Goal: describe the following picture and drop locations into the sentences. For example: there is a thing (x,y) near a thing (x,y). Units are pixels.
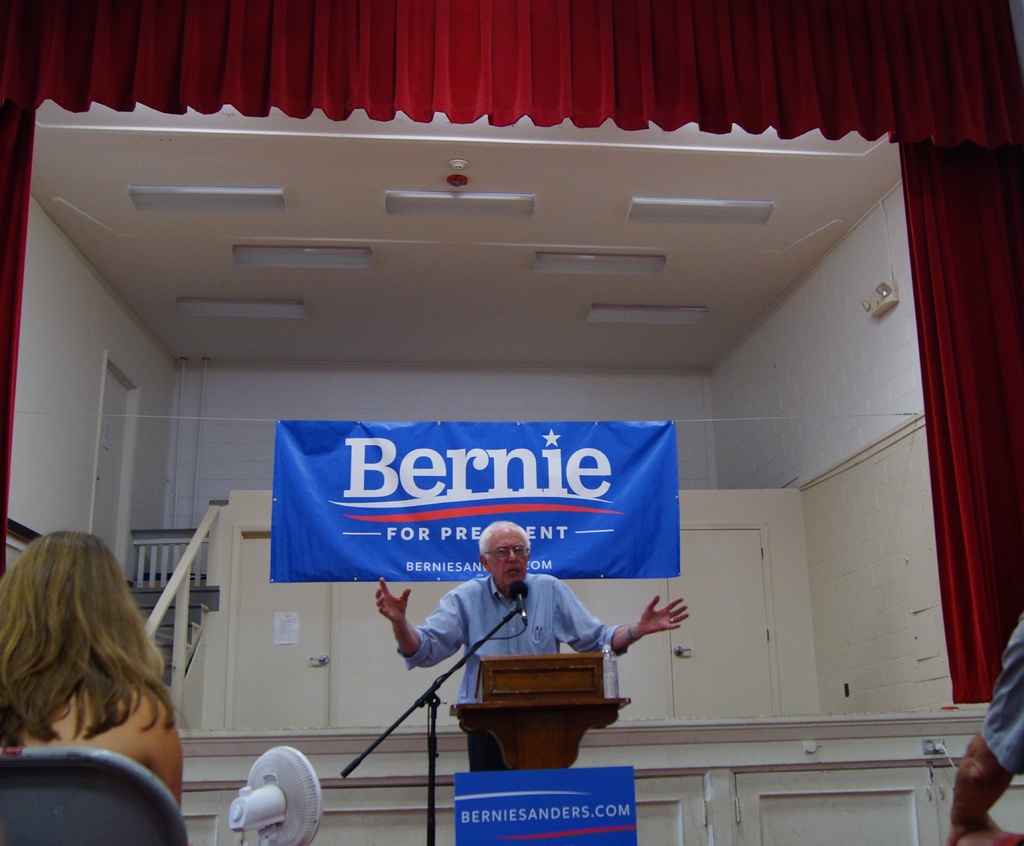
In this picture we can see one person (457,598) is standing and talking with microphone (523,590), few people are sitting and listening.
